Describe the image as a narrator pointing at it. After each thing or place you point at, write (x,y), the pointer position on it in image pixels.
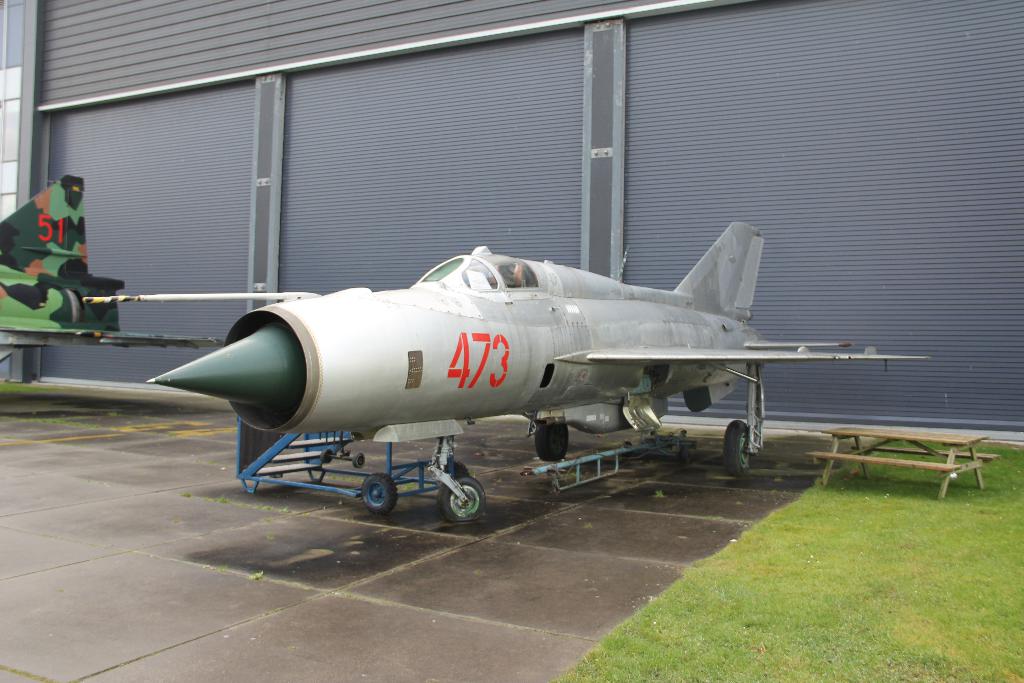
In the picture there is a plane (399,415) on the floor (324,673), to the right (813,553) there is a grass (898,525), in the background (481,170) there are three shutters (511,104) of grey color.
